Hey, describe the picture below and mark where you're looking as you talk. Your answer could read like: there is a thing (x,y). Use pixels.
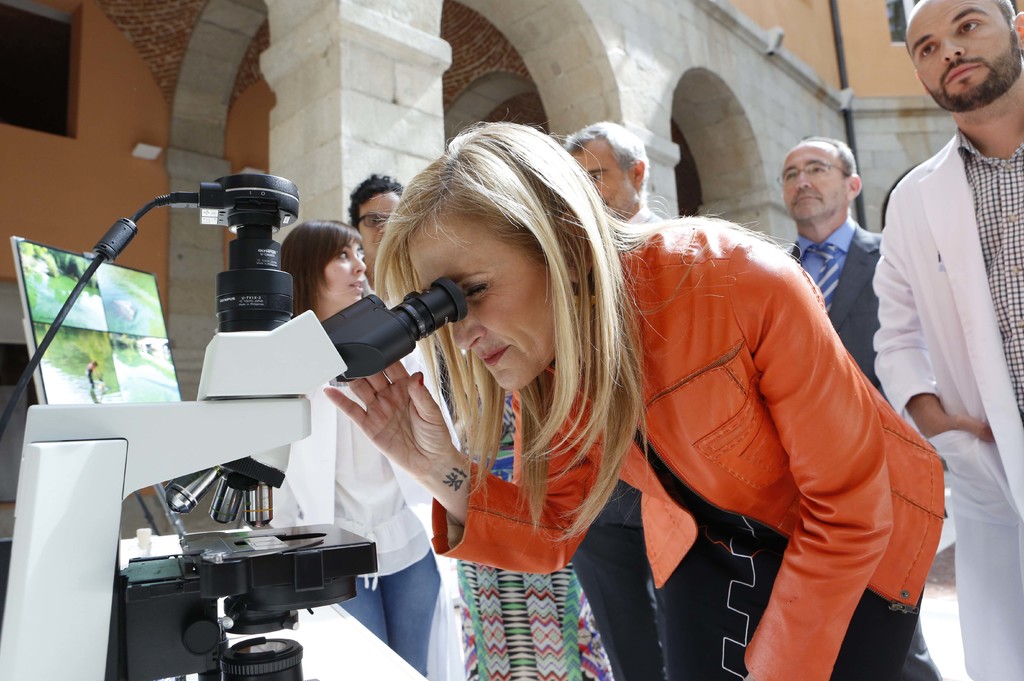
In this image we can see people (1012,668), microscope (29,652), and a screen (158,383). In the background (168,241) we can see wall (161,184), arches (235,53), pillars (213,293), and a pole (862,187).
